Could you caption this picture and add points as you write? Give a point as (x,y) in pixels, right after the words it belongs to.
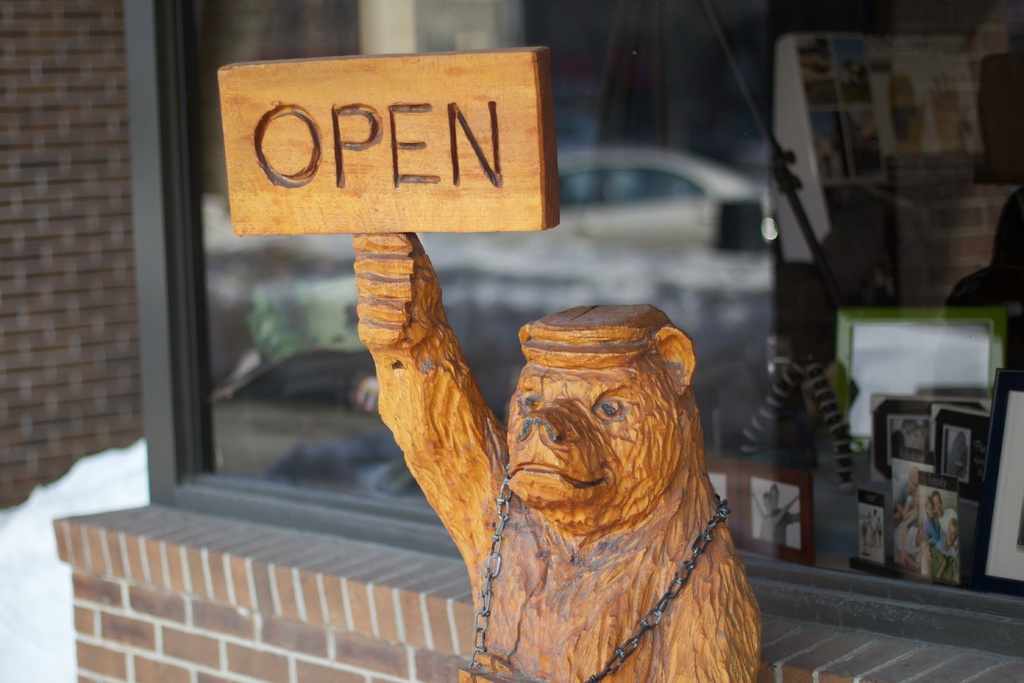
There is a sculpture (467,496) in front of the store (224,585) and it is holding an open board (378,116) in its hand (392,319).
